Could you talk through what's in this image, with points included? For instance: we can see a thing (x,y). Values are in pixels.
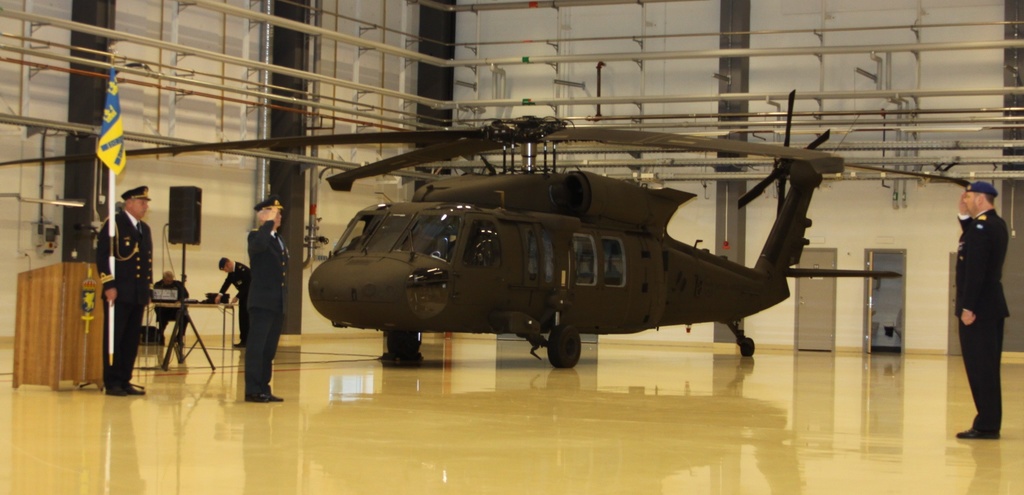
In the center of the picture (435,187) there is a helicopter (698,304). On the right (978,318) there is a person (977,288) standing. On the left (175,332) there are people (272,283), podium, table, speaker (182,245), flag (114,119) and other objects (188,323). At the top (736,50), in the background (23,16) there are pipes (79,61). In the background (824,334) there are doors (818,315).
